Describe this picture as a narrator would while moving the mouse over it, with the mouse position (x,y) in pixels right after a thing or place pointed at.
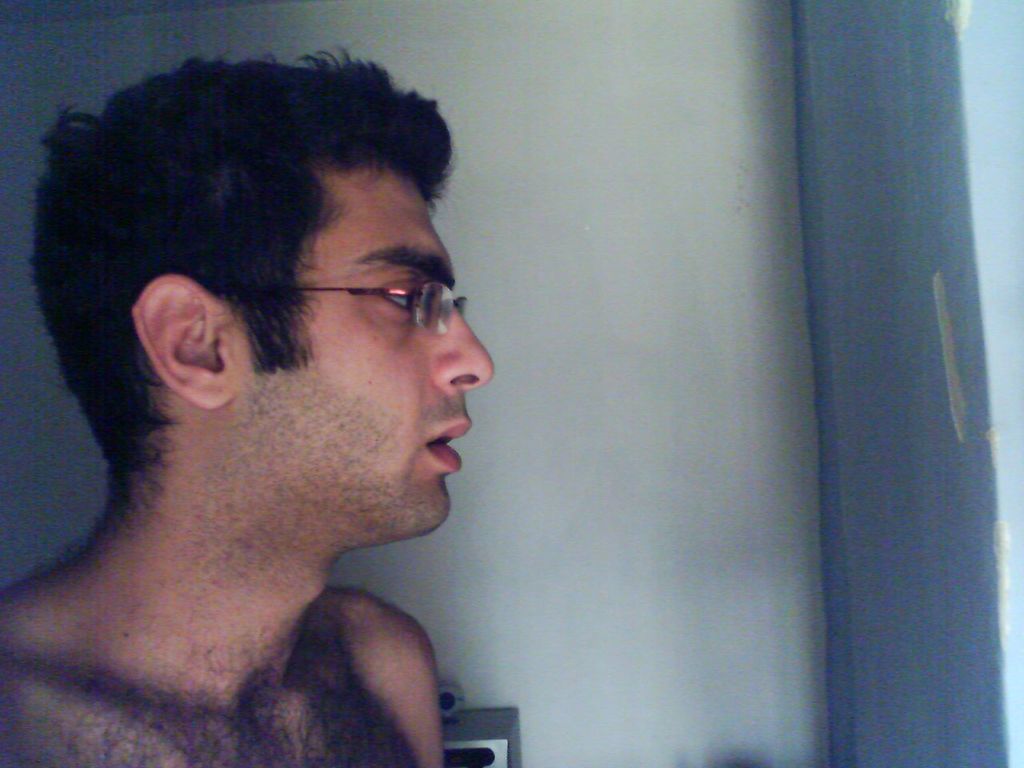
In this image we can see a man (266,534) wearing glasses (425,318). In the background (711,362) there is a wall (671,529) and we can see an object (477,725).
